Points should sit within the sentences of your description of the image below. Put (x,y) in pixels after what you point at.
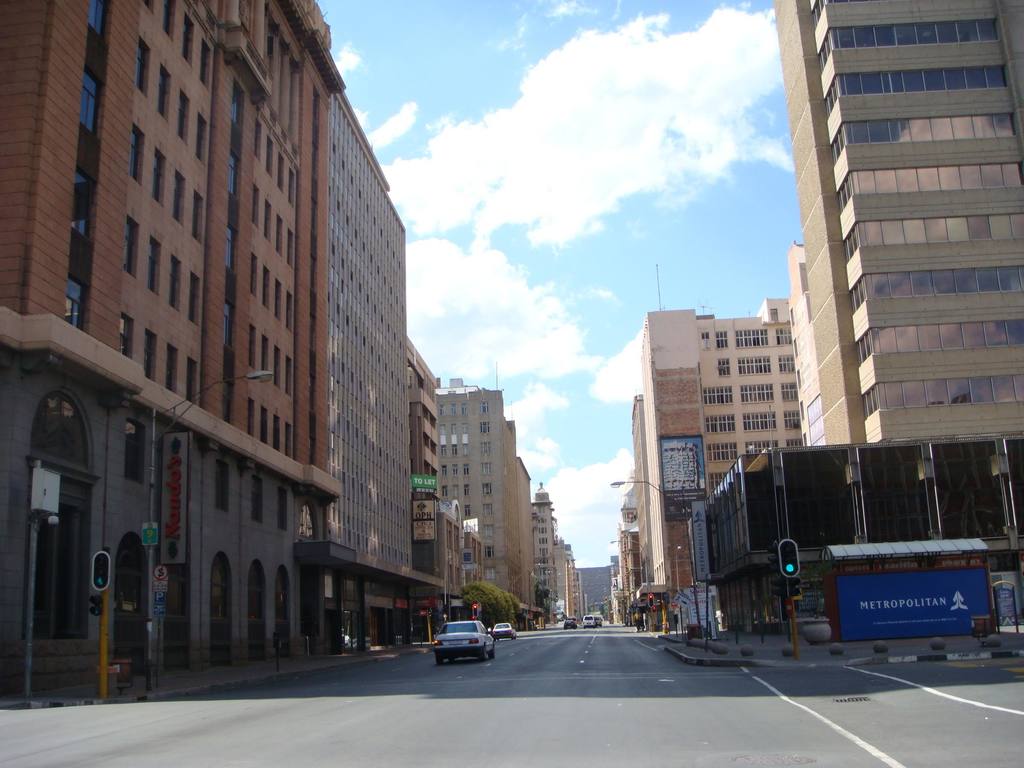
This picture consists of building (841,331) visible on the right side (912,403) and on the left side (190,413), in the middle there is a road (560,725), on the road (384,672) I can see vehicles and poles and sign boards (172,542) and the sky (641,179) visible at the top (705,215) and a blue color board (930,598) visible in front of the building (933,508) on the right side (937,350).
